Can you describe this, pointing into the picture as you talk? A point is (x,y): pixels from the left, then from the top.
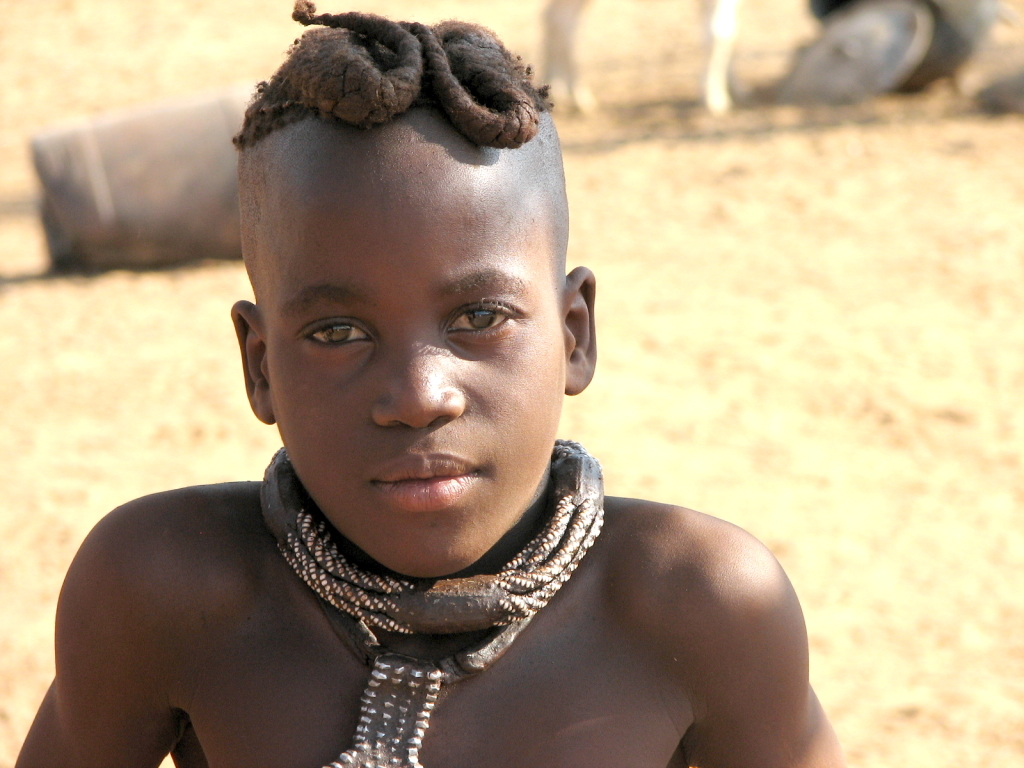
In this picture there is a boy (467,412) with an ornament (409,763) around his neck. At the back (731,17) there are objects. At the bottom (893,538) there is a sand (909,503).
